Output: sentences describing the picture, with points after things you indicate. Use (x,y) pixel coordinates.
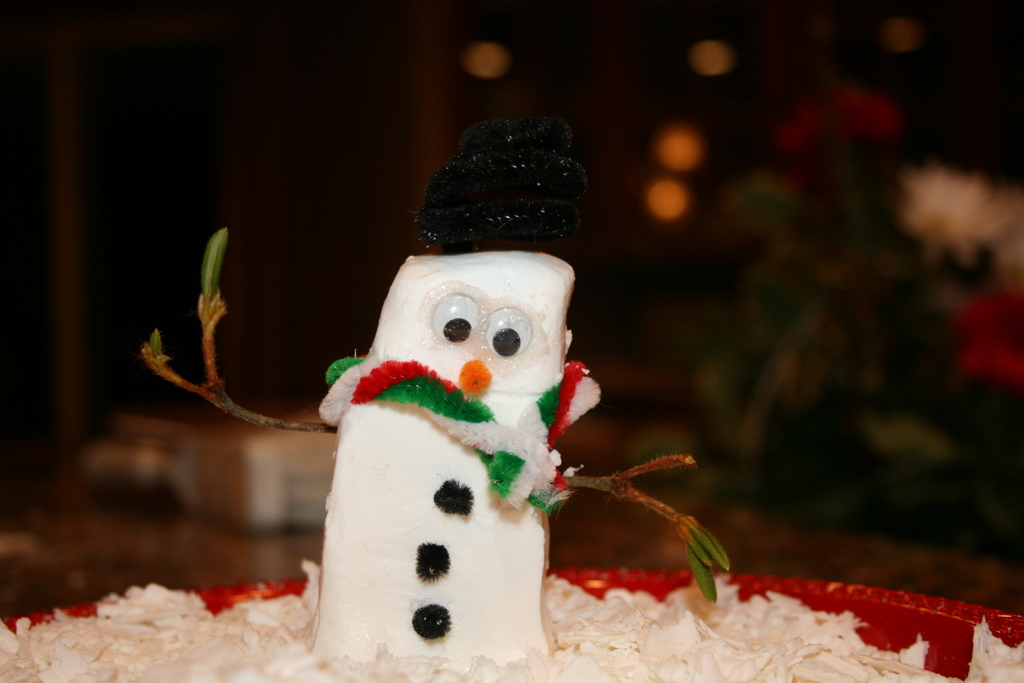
In the image we can see a toy (344,561) which looks like a snowman (393,539) and the background (727,489) is blurred.
